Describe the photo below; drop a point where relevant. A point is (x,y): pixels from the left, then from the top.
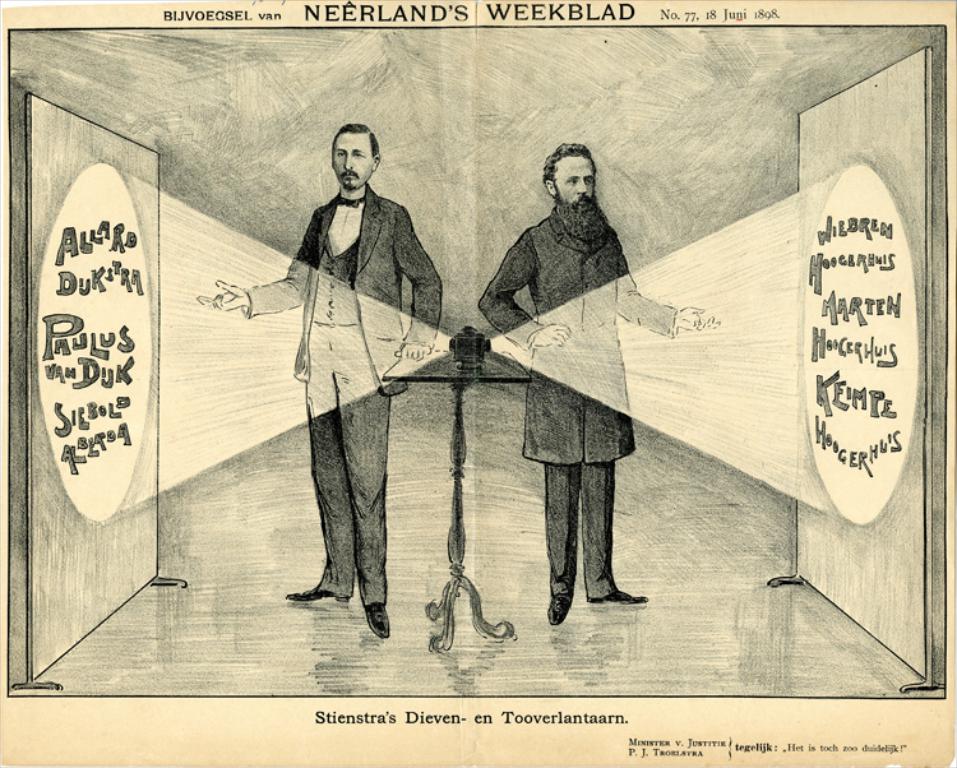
This is a drawing of two persons (583,268) standing. Also there is a stand (466,386) on that there is a machine (471,359). And there are two boards (154,171) on the sides. And something is written on the boards (117,318). At the top (562,16) and bottom something is written on the image.
